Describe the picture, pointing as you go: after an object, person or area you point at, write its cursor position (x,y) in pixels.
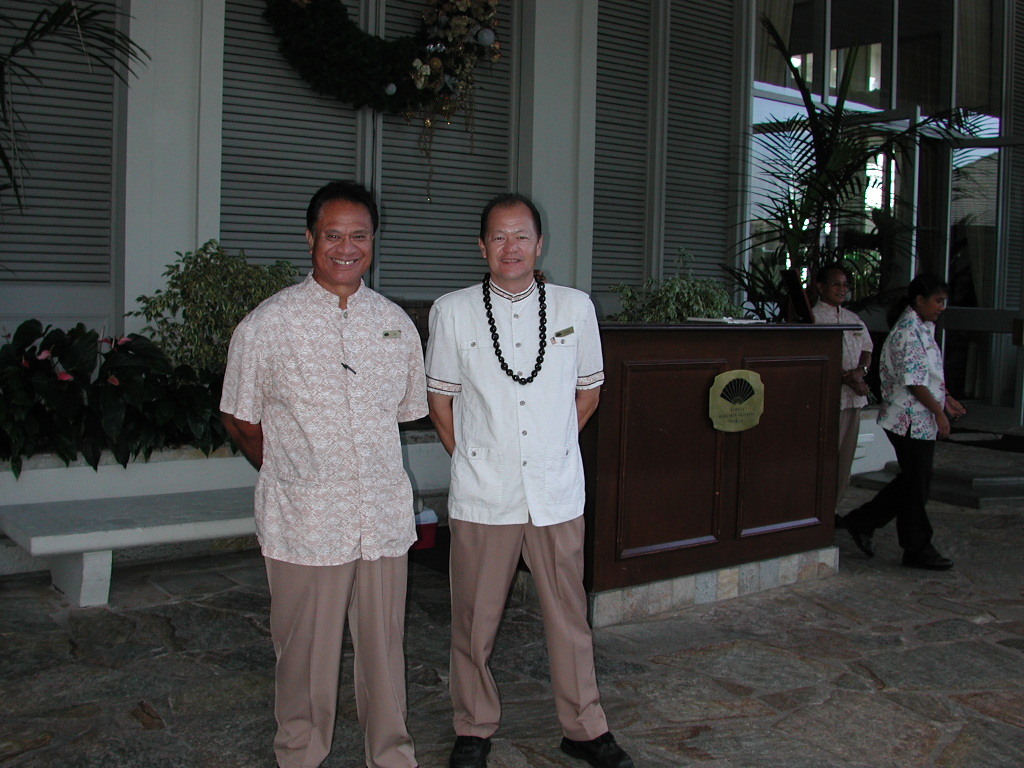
In this image, we can see two men (319,466) are standing, watching and smiling. Background (672,337) we can see few plants (624,305), desk (643,429), bench (86,527), wall (201,212), trees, decorative piece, glass doors (1019,316). On the right side of the image (884,412), we can see two people (939,379). Here a person (919,484) is walking and holding an object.
